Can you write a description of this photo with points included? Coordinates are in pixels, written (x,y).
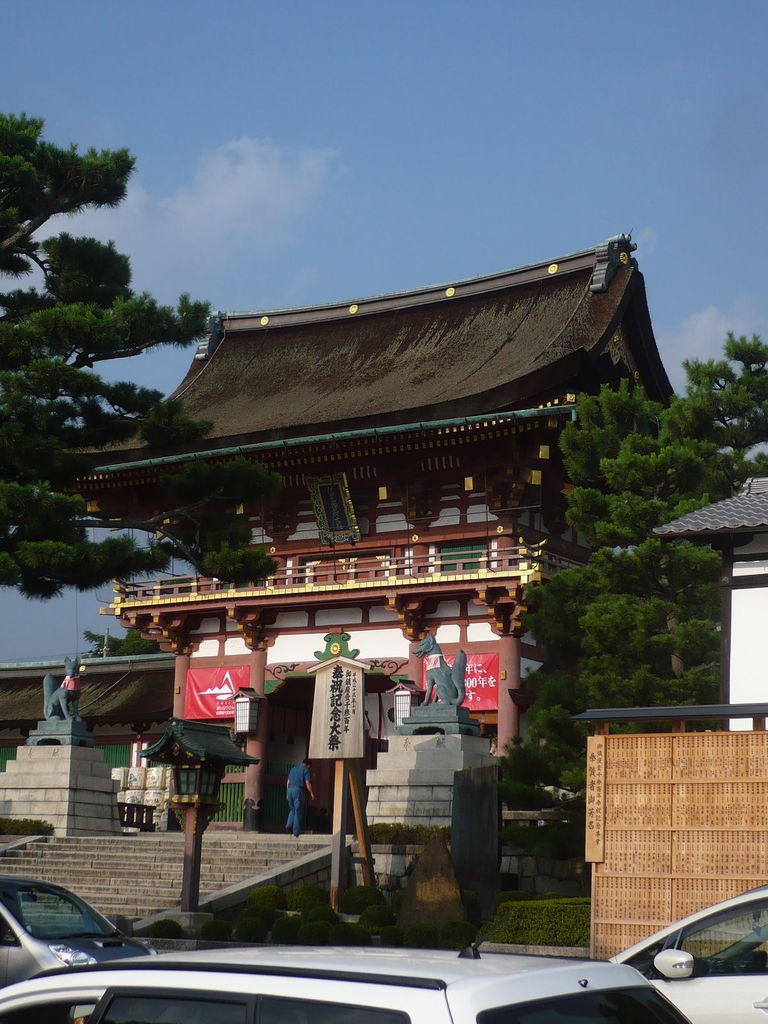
There is a building (394,542) and there are trees (617,632) on either sides of it and there are cars (481,1002) in front of it.
